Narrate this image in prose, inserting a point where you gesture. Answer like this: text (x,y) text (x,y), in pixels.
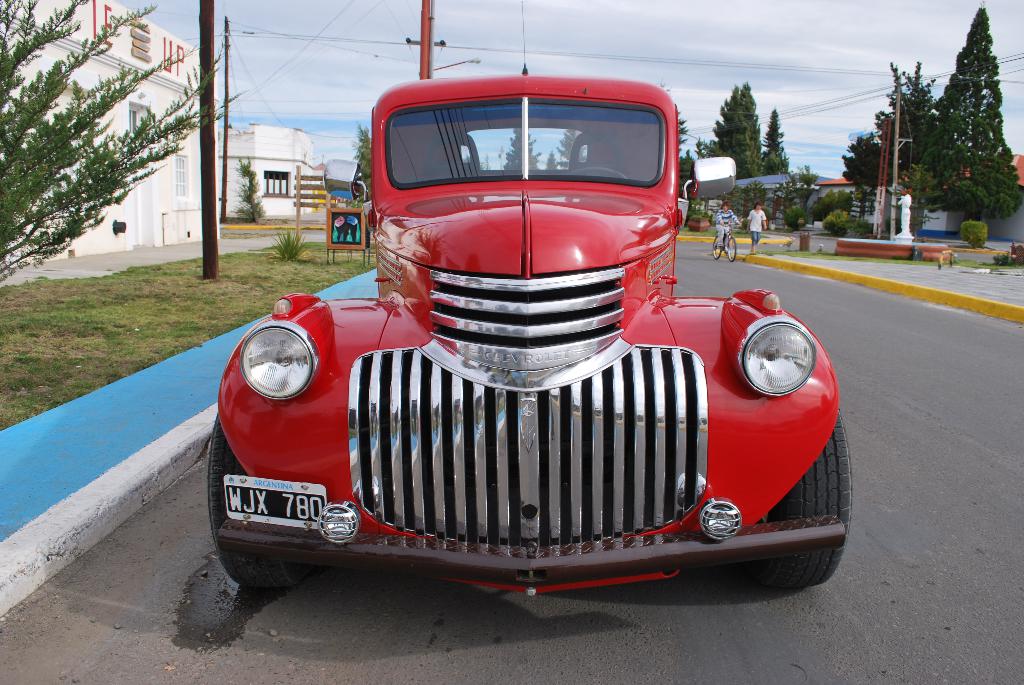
Vehicle (565,417) is on the road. Background (977,188) there are trees (42,210), buildings (175,191), people (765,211), current poles (431,26) and plants (839,232). Sky (419,10) is cloudy.
